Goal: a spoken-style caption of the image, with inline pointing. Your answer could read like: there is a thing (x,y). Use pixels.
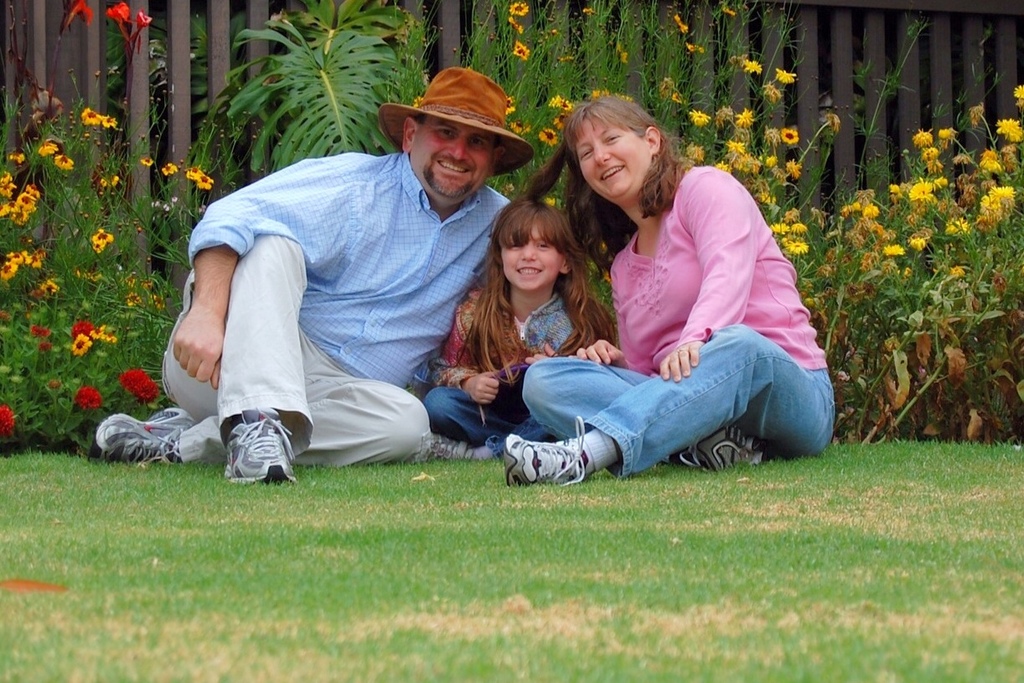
In this picture there are three persons (569,279) sitting on the grass (400,469) and smiling. At the back (59,204) there are different types of flowers (936,157) on the plants (83,264) and there is a railing (42,65). At the bottom (650,582) there is grass (775,501).
